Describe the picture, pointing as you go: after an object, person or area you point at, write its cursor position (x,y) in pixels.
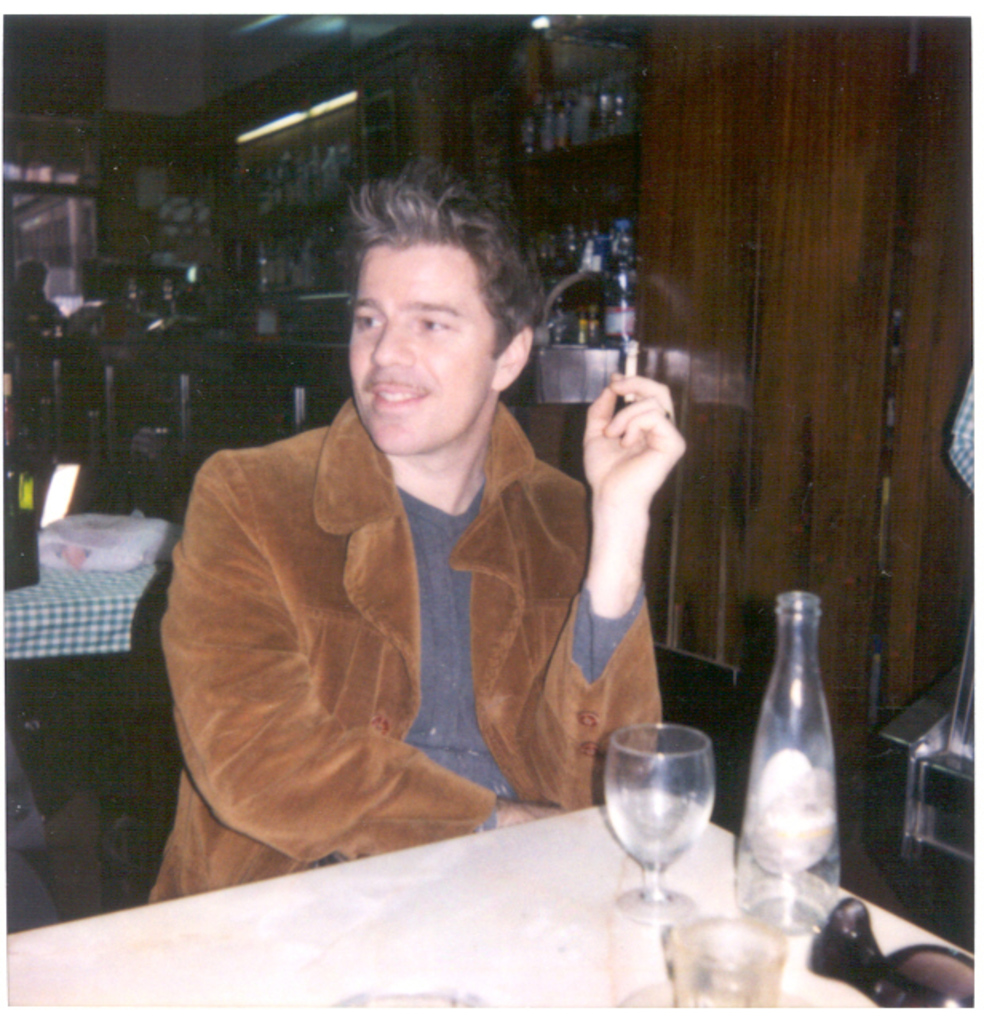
The photo is clicked inside a restaurant (433,133). In the middle (329,563) one person (264,562) wearing a brown jacket (354,566) is sitting on a chair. He is smiling. He is holding a cigarette (631,385) in his hand (609,406). In front him there is table (545,924). On the table (531,927) there is, glass (640,789), bottle (790,737), sunglasses (838,941). In the background (540,220) there is shelf (274,194) with bottles (325,155). And other persons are there in the background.
